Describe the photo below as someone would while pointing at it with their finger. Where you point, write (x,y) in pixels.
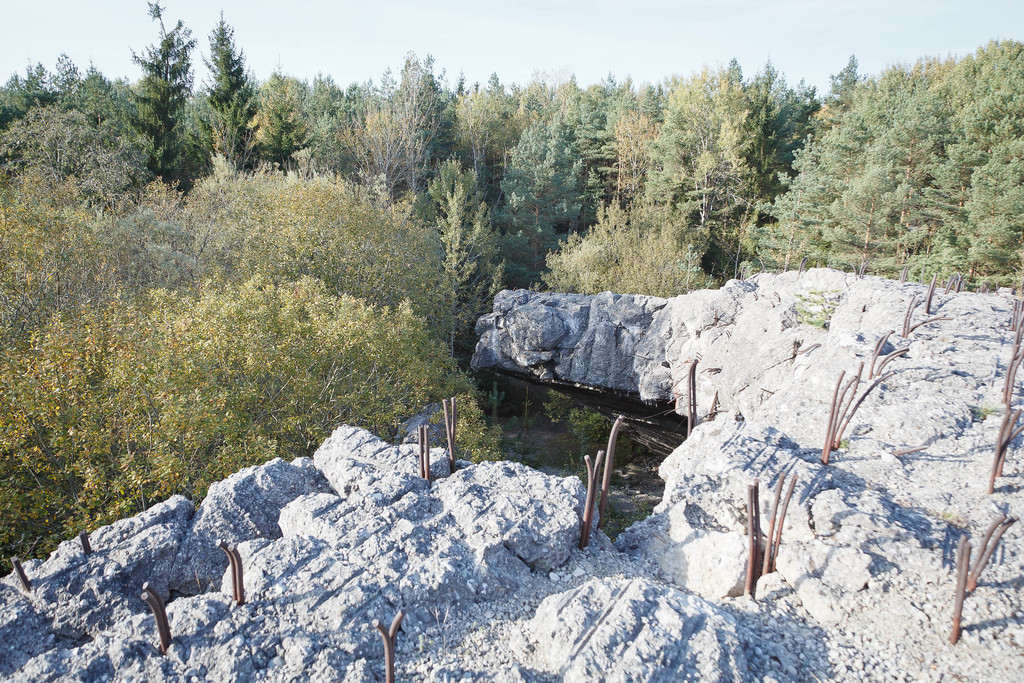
In this image we can see sky (161,0), trees (515,245), plants (536,439), rocks (569,514) and poles (616,434).
